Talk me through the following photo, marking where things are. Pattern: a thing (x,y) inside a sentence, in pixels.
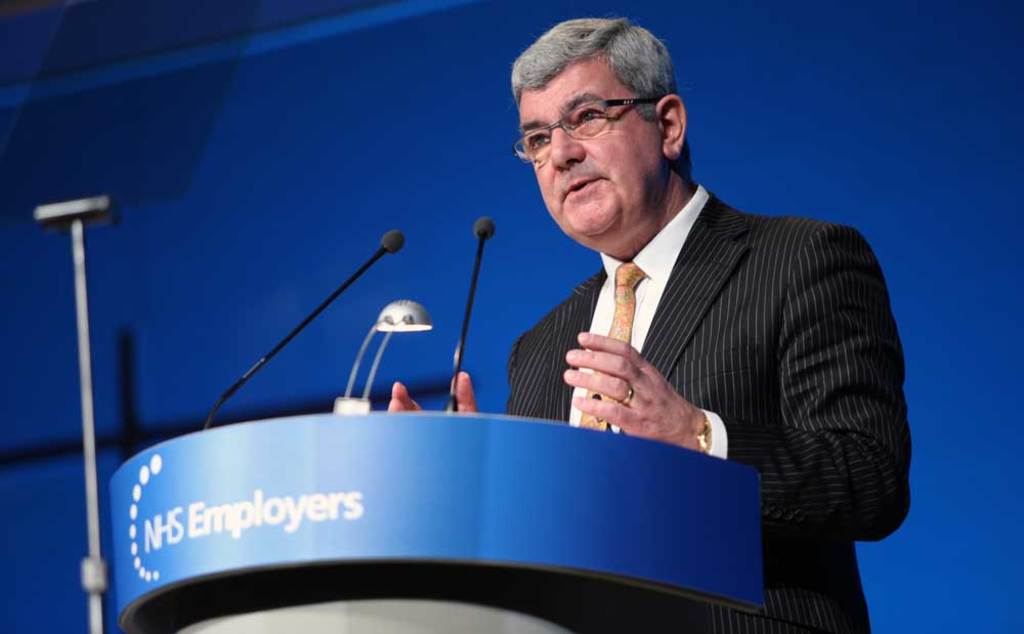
Here we can see a man (666,219) standing at the podium (635,481). On the podium (533,477) we can see a light (425,326), two microphones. In the background (119,360) there is a stand (89,410) and a wall (467,156).
